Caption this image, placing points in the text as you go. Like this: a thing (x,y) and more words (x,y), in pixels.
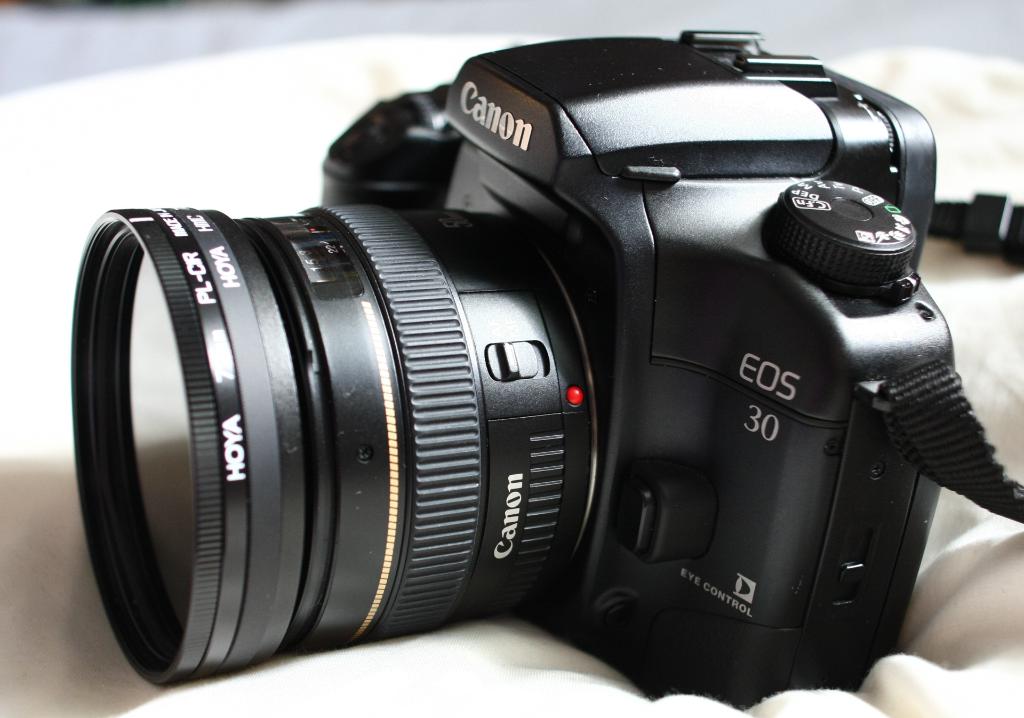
In this picture there is a black camera (432,352). At the bottom (513,686) there is a white cloth (609,686).
